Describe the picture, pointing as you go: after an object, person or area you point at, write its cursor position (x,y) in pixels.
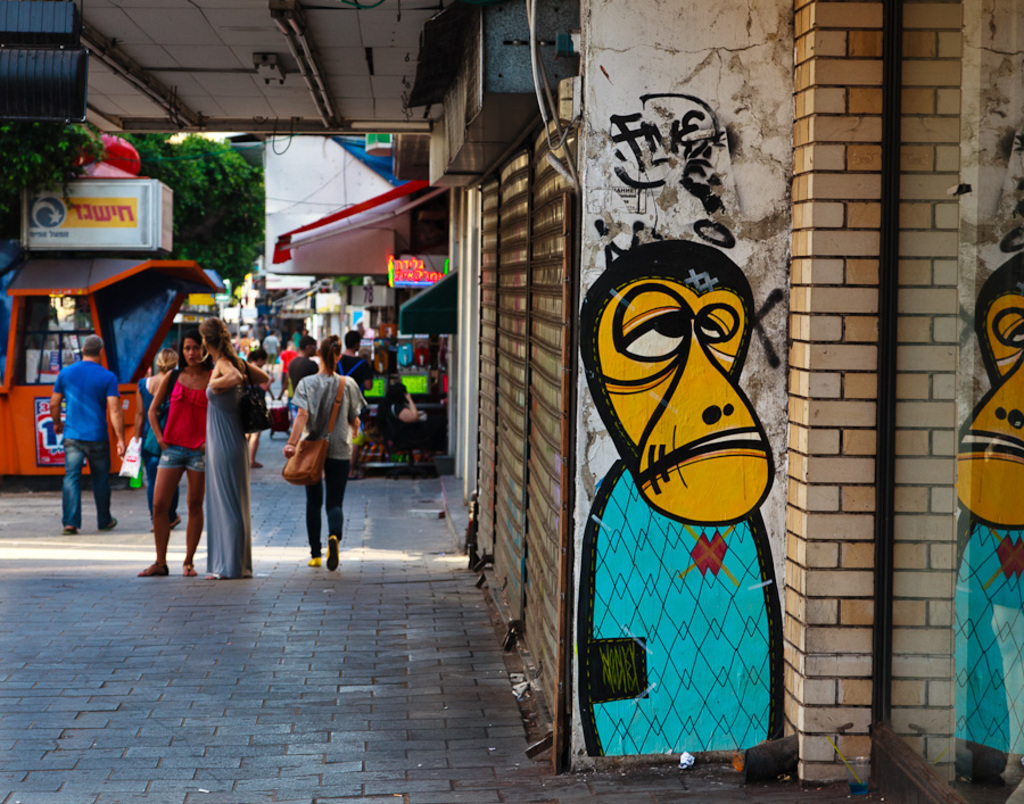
In this image on the left side (104,407) there are a group of people (212,352), and also there are some stores (154,273) trees (261,213). On the right side (1005,309) there is a wall (576,498), shutters (536,557). On the wall (651,456) there is some art (669,526), at the top (323,66) there is ceiling (285,66) and some pipes (324,109).
